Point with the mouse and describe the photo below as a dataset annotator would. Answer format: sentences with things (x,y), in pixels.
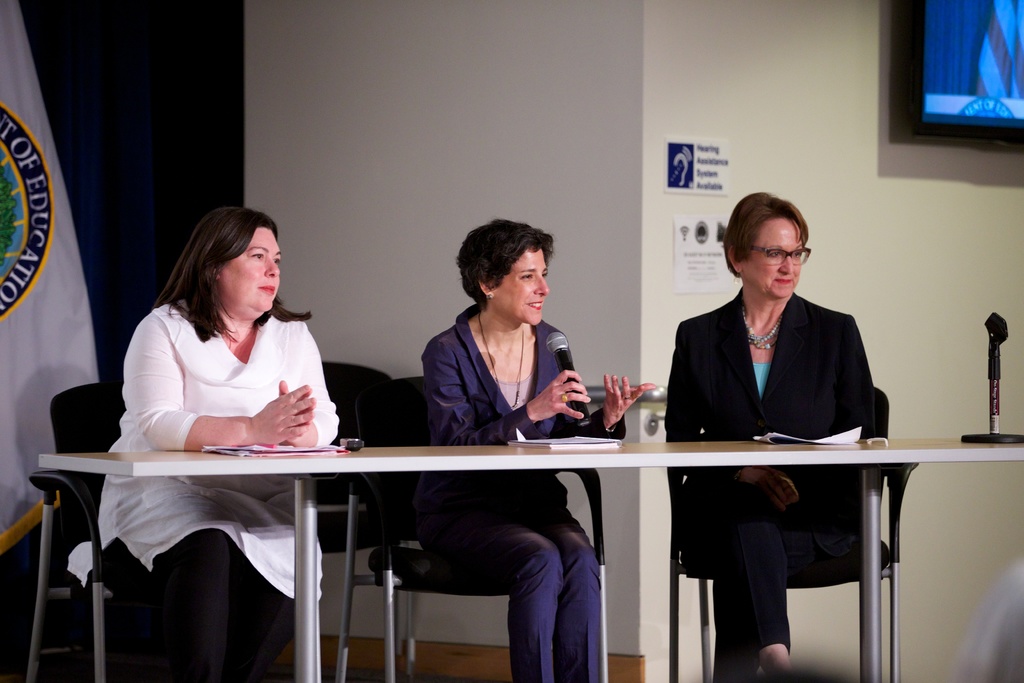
In this image I see 3 women (839,404) and 3 of them are sitting on chairs (101,434) and there is a table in front of them on which there are books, papers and this woman (478,427) is holding a mic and I can also see that this 3 are smiling, In the background (23,322) I see few chairs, a flag (4,348), wall (668,73) on which there are 2 papers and a TV screen (1019,105) over here.
